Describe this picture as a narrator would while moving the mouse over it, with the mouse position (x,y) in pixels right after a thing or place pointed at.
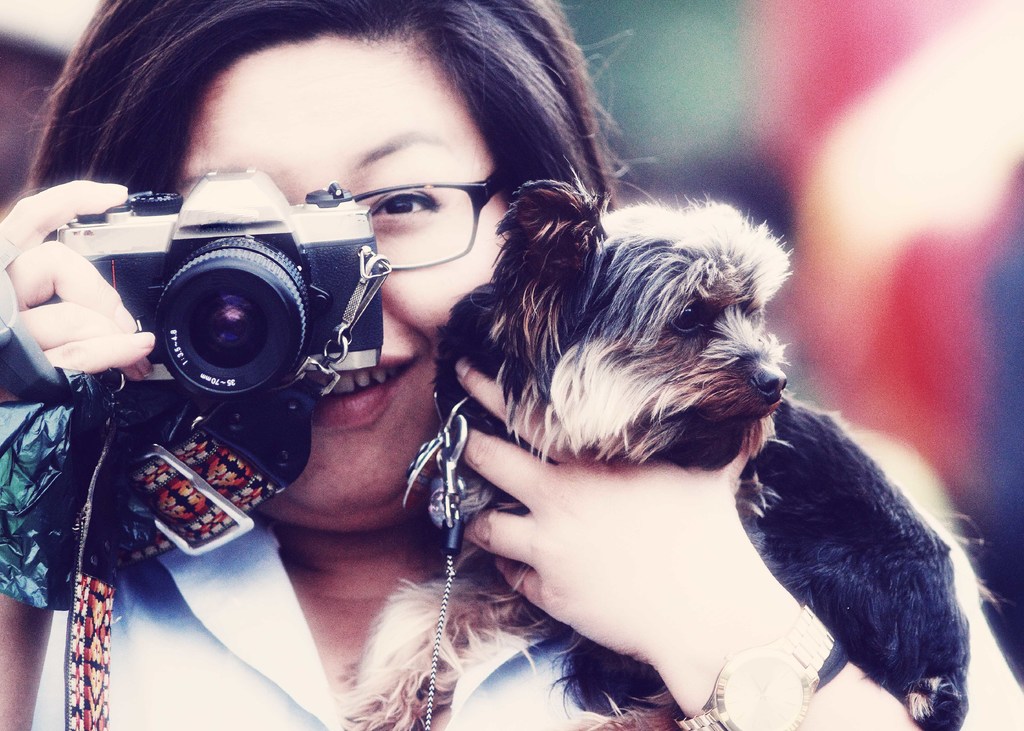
In this picture we can see a women (281,715) holding a dog (688,243) with her hand (649,618) and camera (254,329) with other hand (39,359). She has spectacles (440,213) and she is smiling.
